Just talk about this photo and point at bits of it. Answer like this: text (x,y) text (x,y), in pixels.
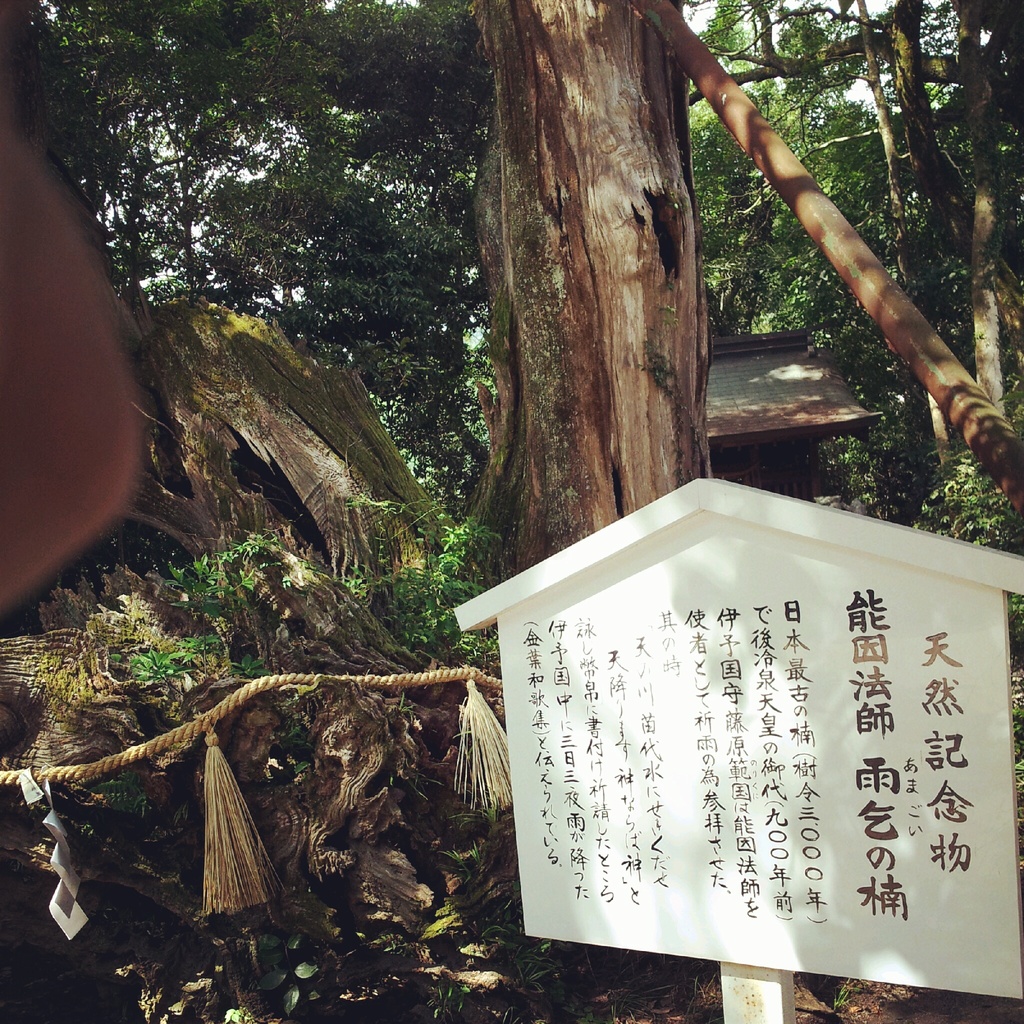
In this image in the front (761,793) there is a board (750,862) with some text (781,864) written on it. In the center (368,681) there is a rope (402,681). In the background (415,477) there are trees (979,382) and there is a wall (764,408).
